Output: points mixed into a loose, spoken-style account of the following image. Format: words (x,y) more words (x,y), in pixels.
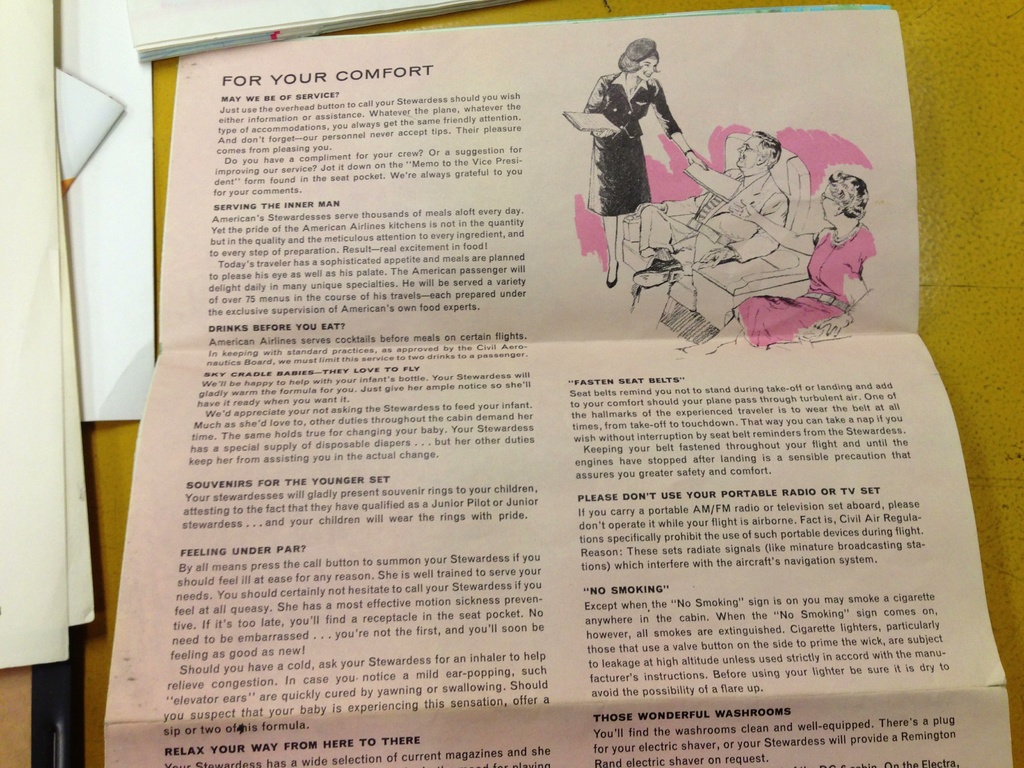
This is a paper (349,396) with the picture (594,140) of three people (701,224) and letters (327,497). These papers (429,319) are placed on the table (984,185).
